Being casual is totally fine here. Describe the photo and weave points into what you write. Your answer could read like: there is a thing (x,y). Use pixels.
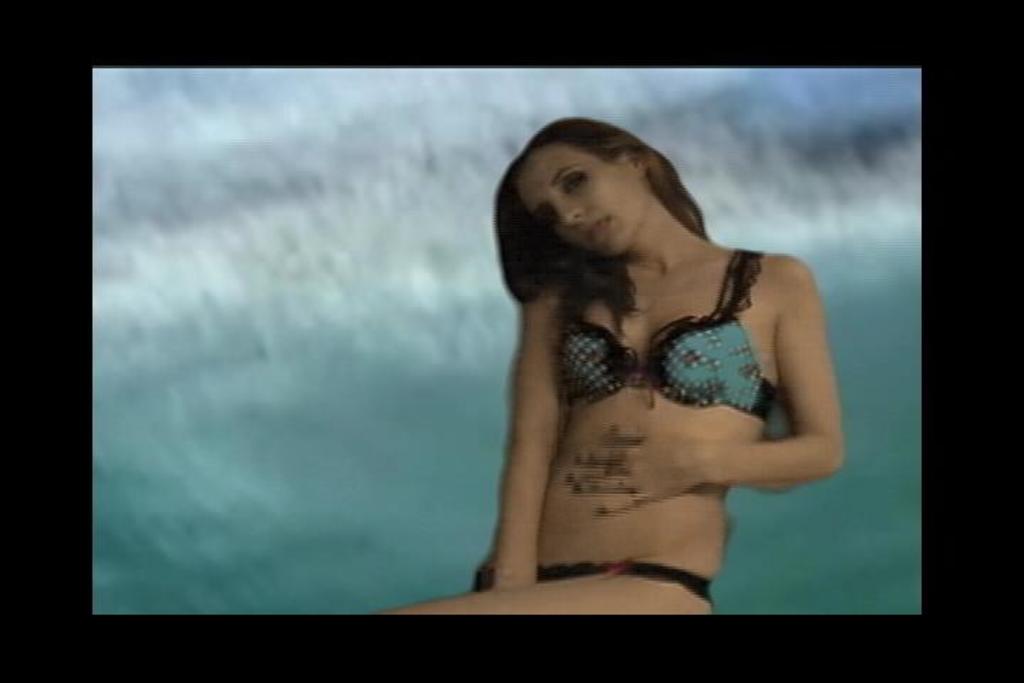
In this picture we can see a woman (515,569) and there is a blur background (318,496).
